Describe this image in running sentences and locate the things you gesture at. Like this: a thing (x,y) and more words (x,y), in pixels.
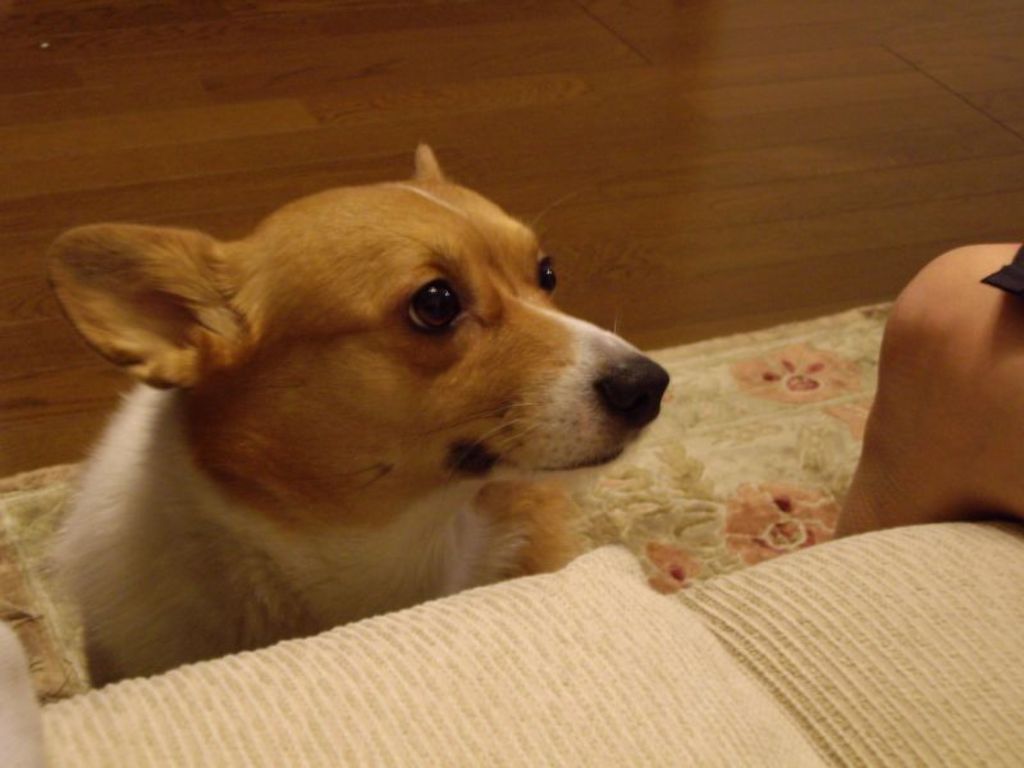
In the center of the image (597,451) there is a dog (79,536). In the bottom of the image (510,601) there is a sofa (378,617). In the background of the image (554,145) there is a wooden flooring (774,80). To the right side of the image (939,273) there is a person's leg (941,515).
